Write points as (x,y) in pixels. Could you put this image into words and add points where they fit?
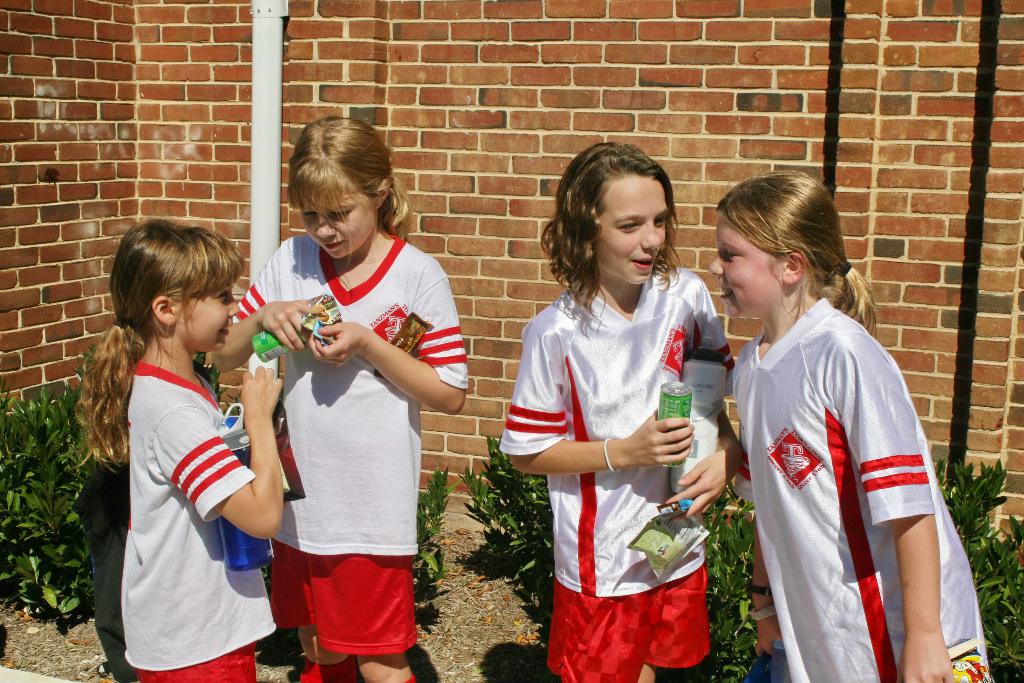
There are four children (399,302) in white color t-shirts (604,312), standing. In the background (21,471), there are plants (53,438) on the ground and there is a pipe (259,179) attached to the brick wall (959,60).
